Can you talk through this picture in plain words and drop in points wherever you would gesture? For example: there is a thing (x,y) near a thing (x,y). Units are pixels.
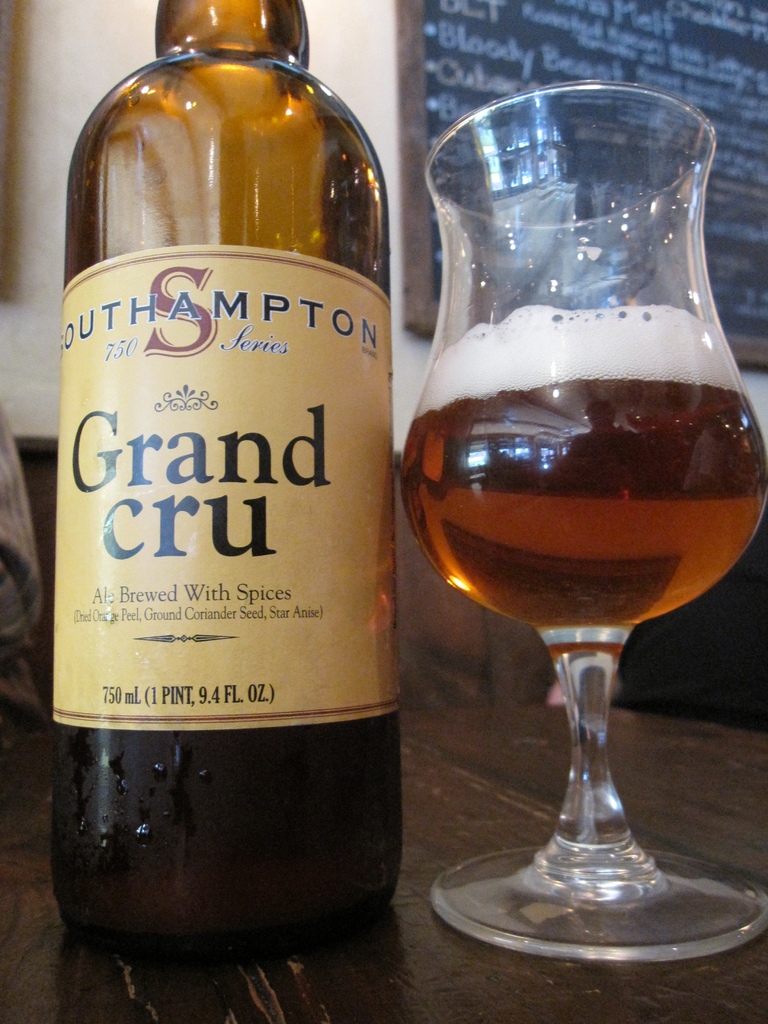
In the image we can see a bottle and wine glass (583,428). On the bottle (304,450) there is a label (172,517) and in the wine glass (595,515) there is a liquid (551,497). Here we can see black board (515,49) and text (508,50) on it and a wooden surface (478,785).
